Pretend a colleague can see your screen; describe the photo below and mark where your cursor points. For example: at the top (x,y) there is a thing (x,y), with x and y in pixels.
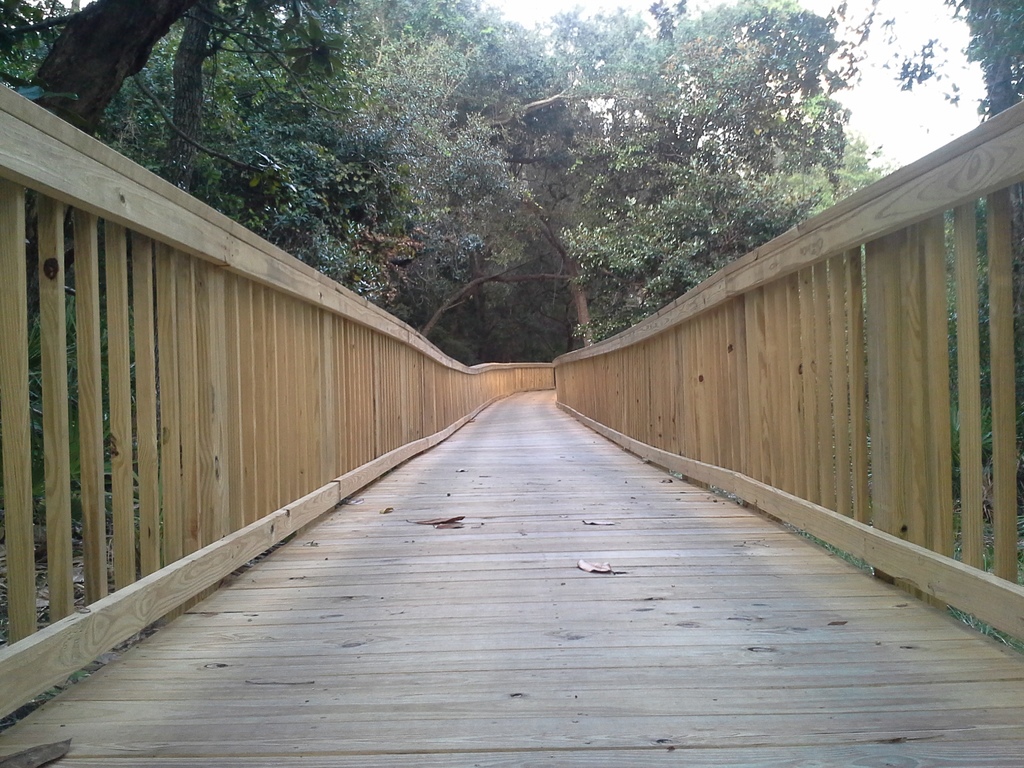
In this picture we can see dried leaves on a path (599,581), fences (377,452), trees (540,249) and in the background (852,118) we can see the sky (854,132).
